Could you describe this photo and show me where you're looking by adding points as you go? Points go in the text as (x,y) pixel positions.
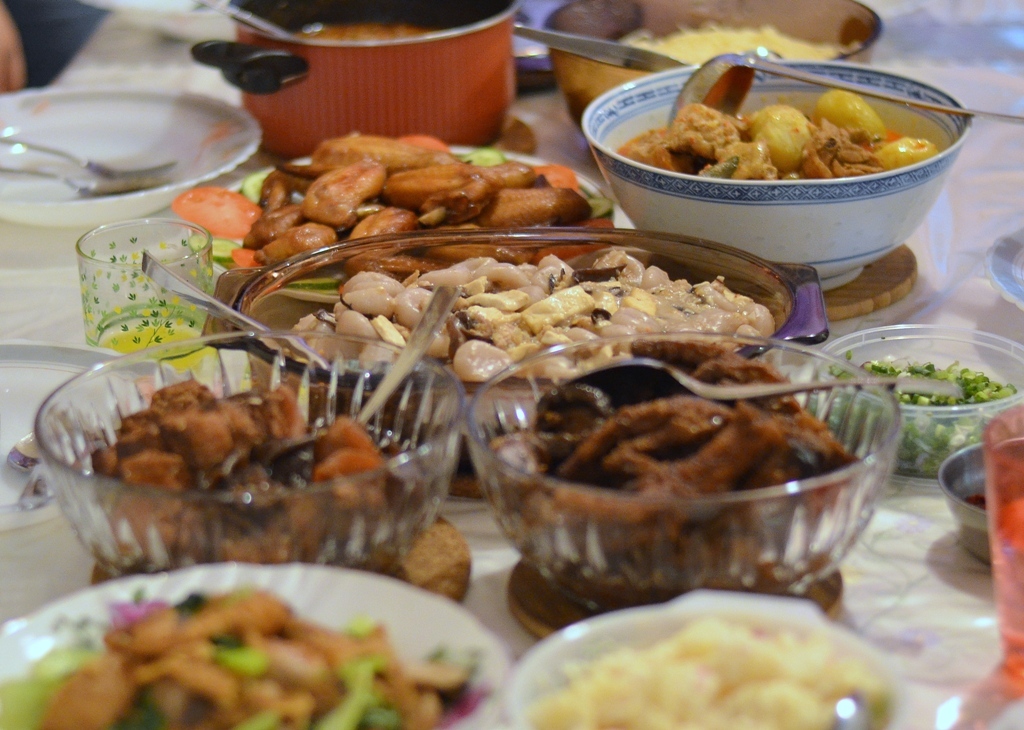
At the bottom of the image (878,508) there is a table (881,8), on the table (1002,7) there are some bowls (619,14), in the bowls (834,1) there is food (152,717) and spoons (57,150) and there are some plates (97,160), spoons (116,174), forks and glasses (124,240).
